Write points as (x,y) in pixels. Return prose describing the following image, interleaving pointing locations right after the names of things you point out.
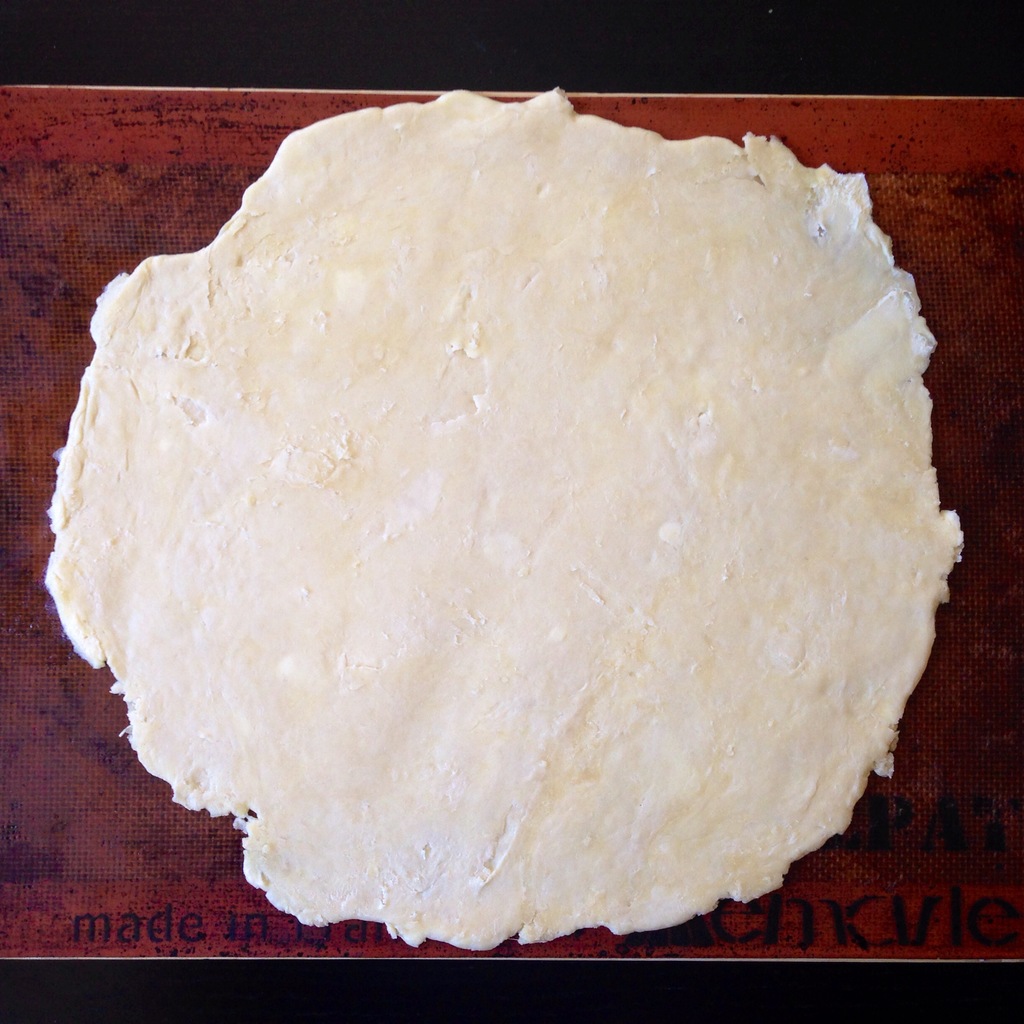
In this image there is a dough (509,617) shaped it in round and placed it on the red color surface (1020,661).
